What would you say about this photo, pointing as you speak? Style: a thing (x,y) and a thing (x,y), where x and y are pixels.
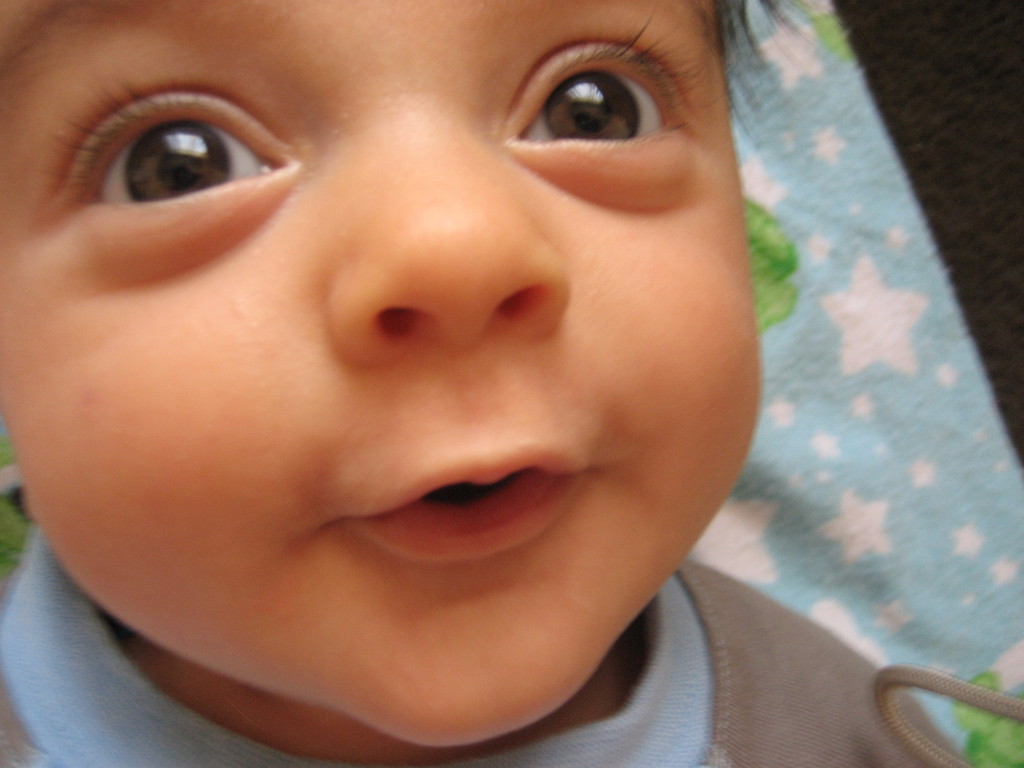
In this picture, we see a baby boy (365,525). He is wearing the grey color T-shirt (763,678). He is trying to talk something. In the background (845,407), we see a cloth (845,407) or a blanket (845,462) in blue color. In the right top (921,115), it is black in color.
